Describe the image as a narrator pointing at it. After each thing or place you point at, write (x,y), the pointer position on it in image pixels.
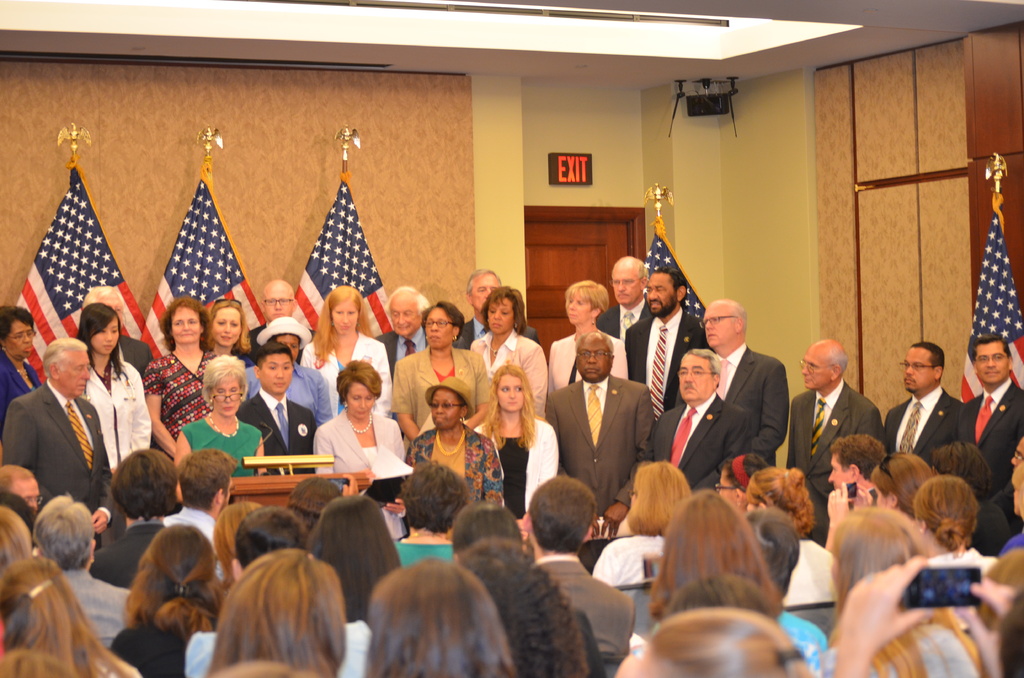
At the bottom of the image (181,572) there are many people (527,588) sitting on the chairs (817,624). In front of them there is a podium (277,491). Behind the podium (277,477) there is a lady (202,419) and also there are many people (84,448) standing. Behind them there are poles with flags (339,264). And in the background (340,106) there are walls (607,138) and also there is a door (597,231) and an exit board (570,175). At the top of the image (649,35) there is ceiling (642,4) with lights (649,23) and also there is a black color object (715,100) in the corner on the wall (667,145).
